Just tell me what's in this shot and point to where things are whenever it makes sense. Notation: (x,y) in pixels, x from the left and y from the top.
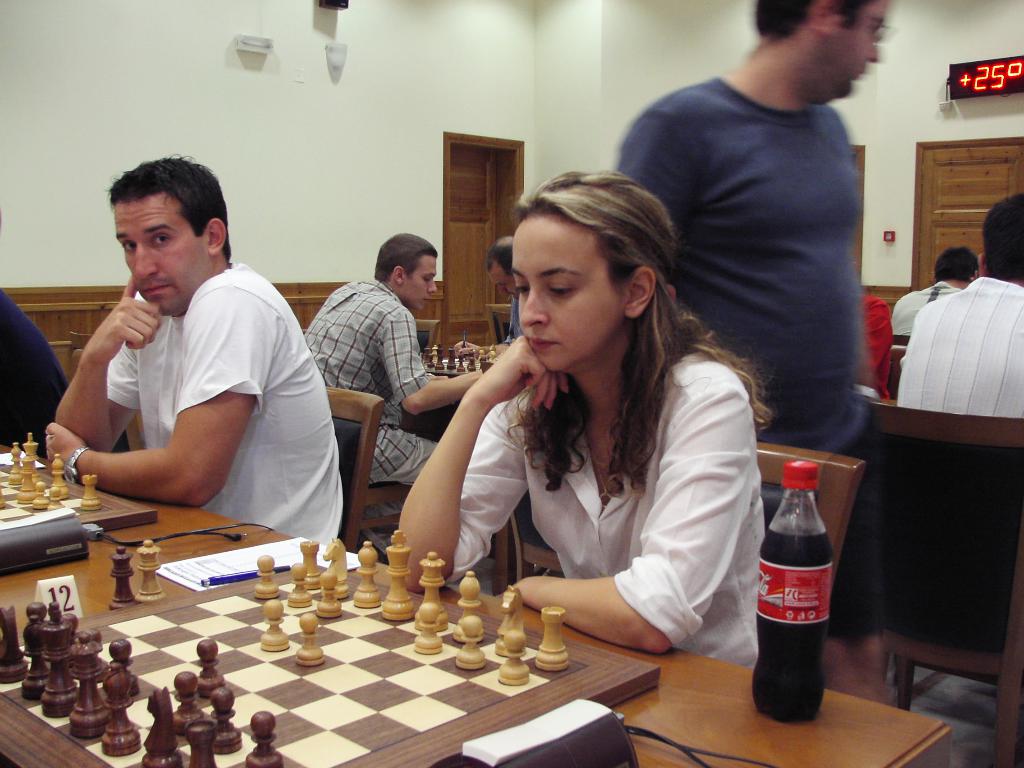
This picture shows few people (492,520) seated and playing chess on the chess board (121,517) and we see a coke bottle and a man (838,257) standing and watching them.
